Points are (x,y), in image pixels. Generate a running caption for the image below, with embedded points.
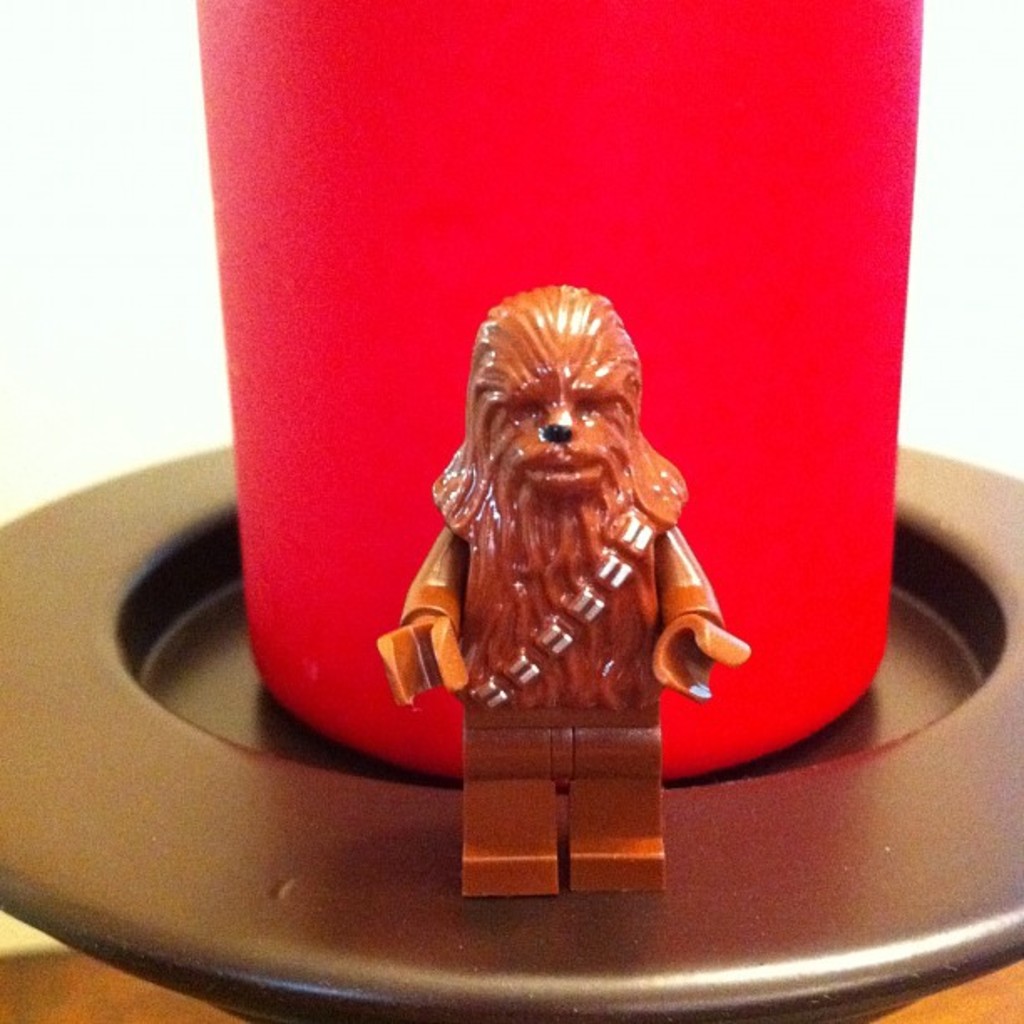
In this image I can see a small sculpture (496,542) at the front (485,819). There is a red glass (782,456) on a black surface (71,710). There is a white surface (150,277).
